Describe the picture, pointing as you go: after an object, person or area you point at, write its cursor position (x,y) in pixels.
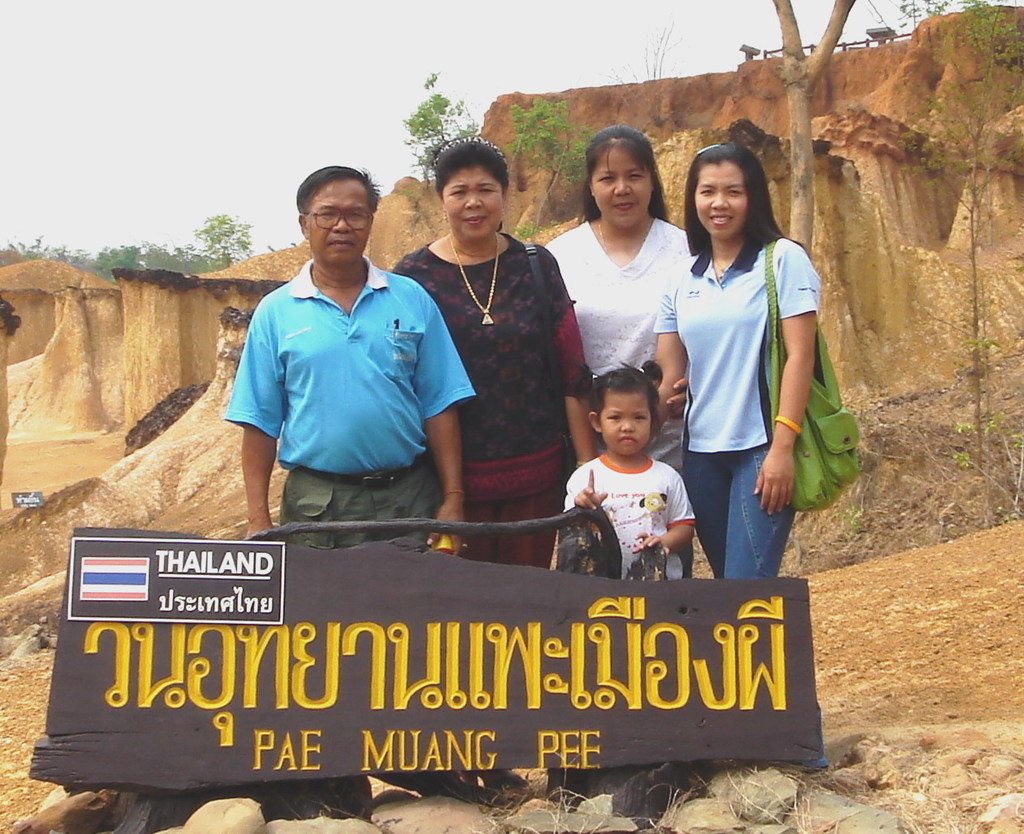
In the center of the image (564,372) there are people (622,463) standing. There is a board (360,632) with some text (402,678) on it. In the background of the image (277,277) there are mountains (504,130), trees (804,175). At the bottom of the image (574,821) there are stones (439,821).
